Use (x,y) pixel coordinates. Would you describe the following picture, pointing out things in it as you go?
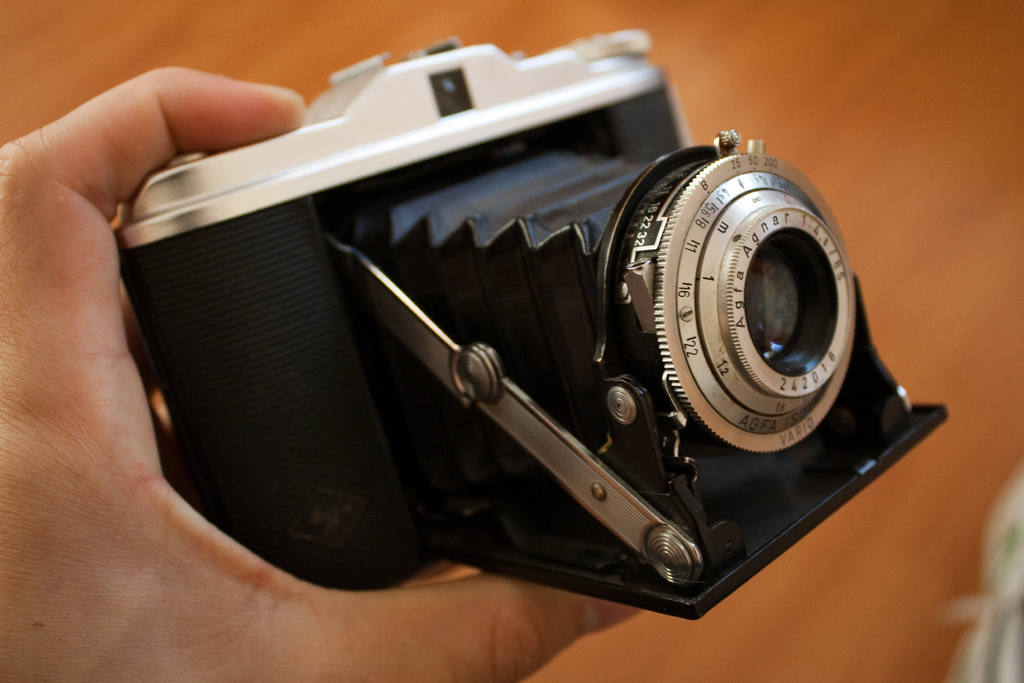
In this picture there is a person (249,578) holding a camera (371,409) in his hand (249,578) which is in black color.
